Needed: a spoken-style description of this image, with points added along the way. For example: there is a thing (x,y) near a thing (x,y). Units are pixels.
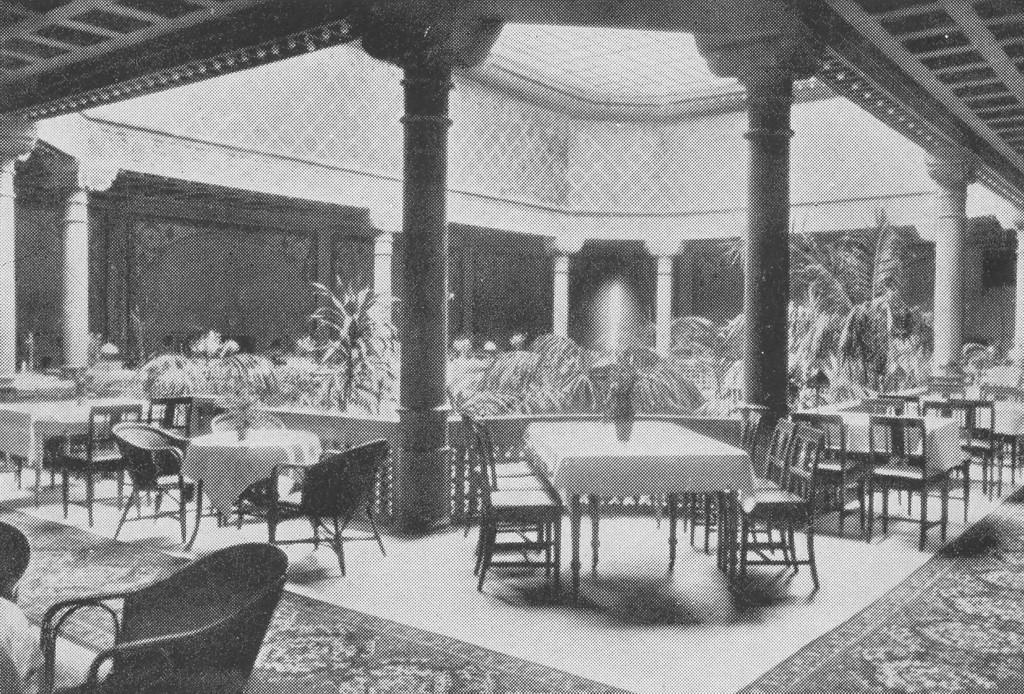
In this image we can see many plants (345,372). There are many tables (634,471) and chairs (815,460). There are few objects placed on the tables (710,447).
